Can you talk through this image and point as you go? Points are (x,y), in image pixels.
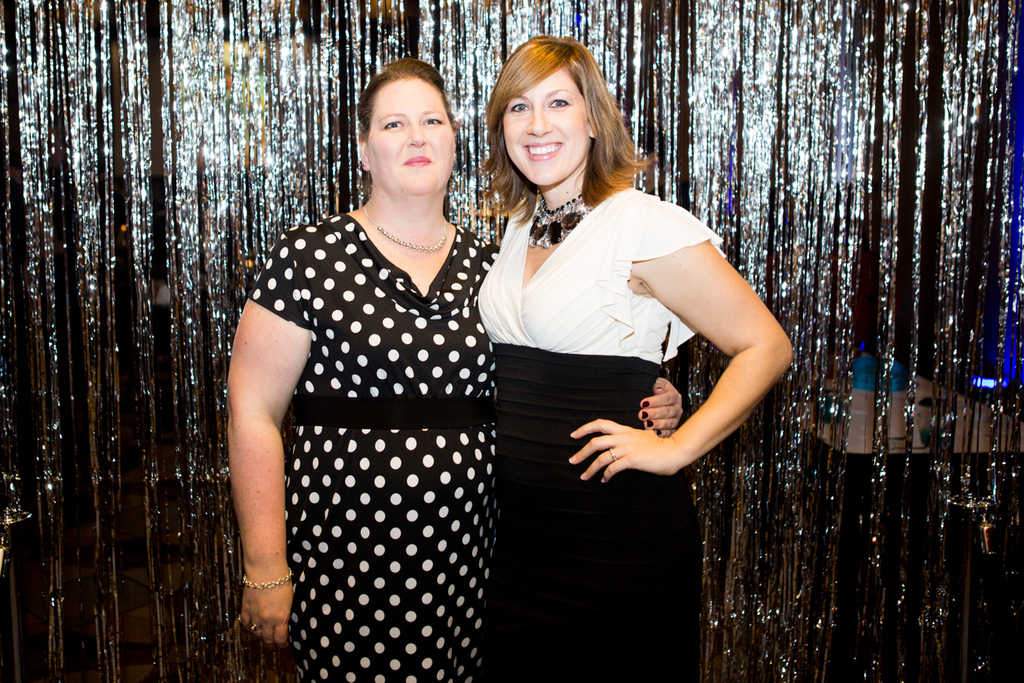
In this picture I can observe two women (387,300) standing in the middle of the picture (449,312). Both of them are smiling. They are wearing black and white color dresses (438,340).
